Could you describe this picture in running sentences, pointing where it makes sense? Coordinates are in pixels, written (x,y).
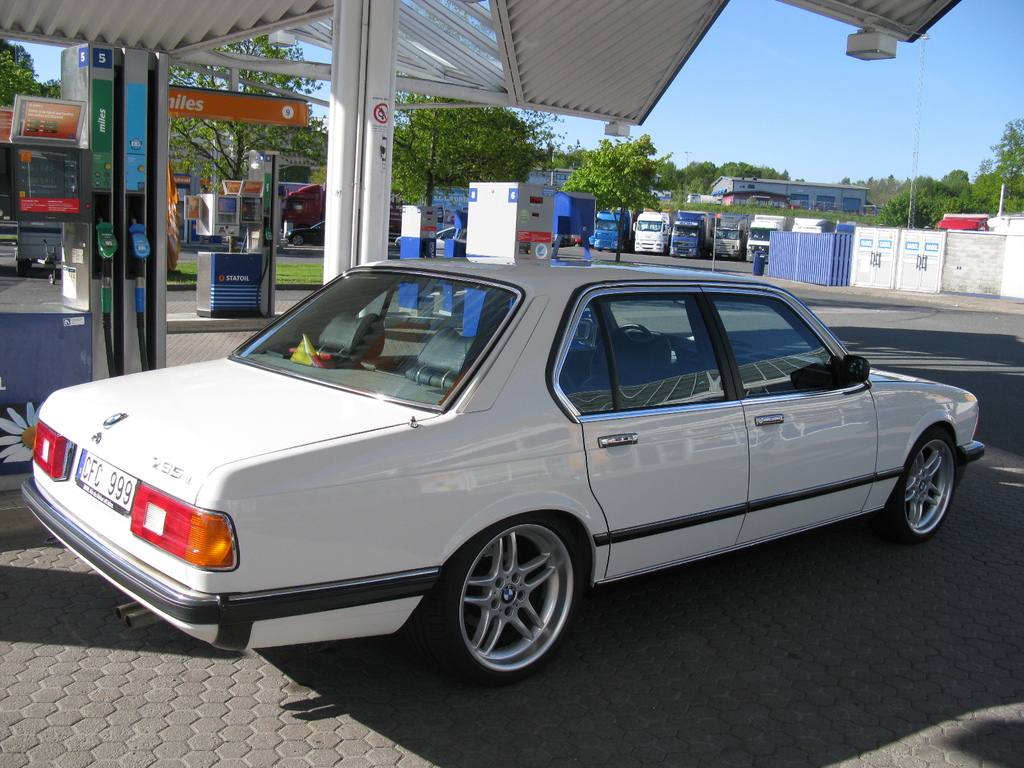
In this image I can see a vehicle (819,446) in white color, background (138,205) I can see few fuel dispensers (80,303) and I can also see few other vehicles (664,229), trees (933,208) in green color, a building (776,194) in blue color and the sky (795,96) is in blue and white color.
